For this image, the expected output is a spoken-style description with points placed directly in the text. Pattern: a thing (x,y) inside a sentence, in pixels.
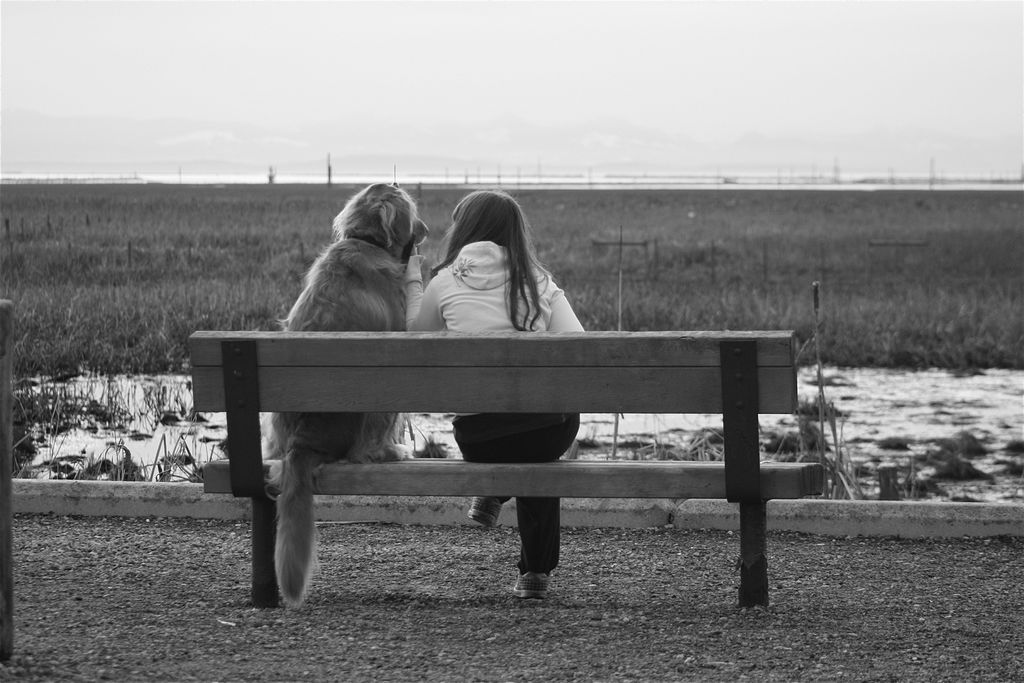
Black and white picture. On this bench (378,378) this dog (388,300) and this girl (503,327) are sitting.
